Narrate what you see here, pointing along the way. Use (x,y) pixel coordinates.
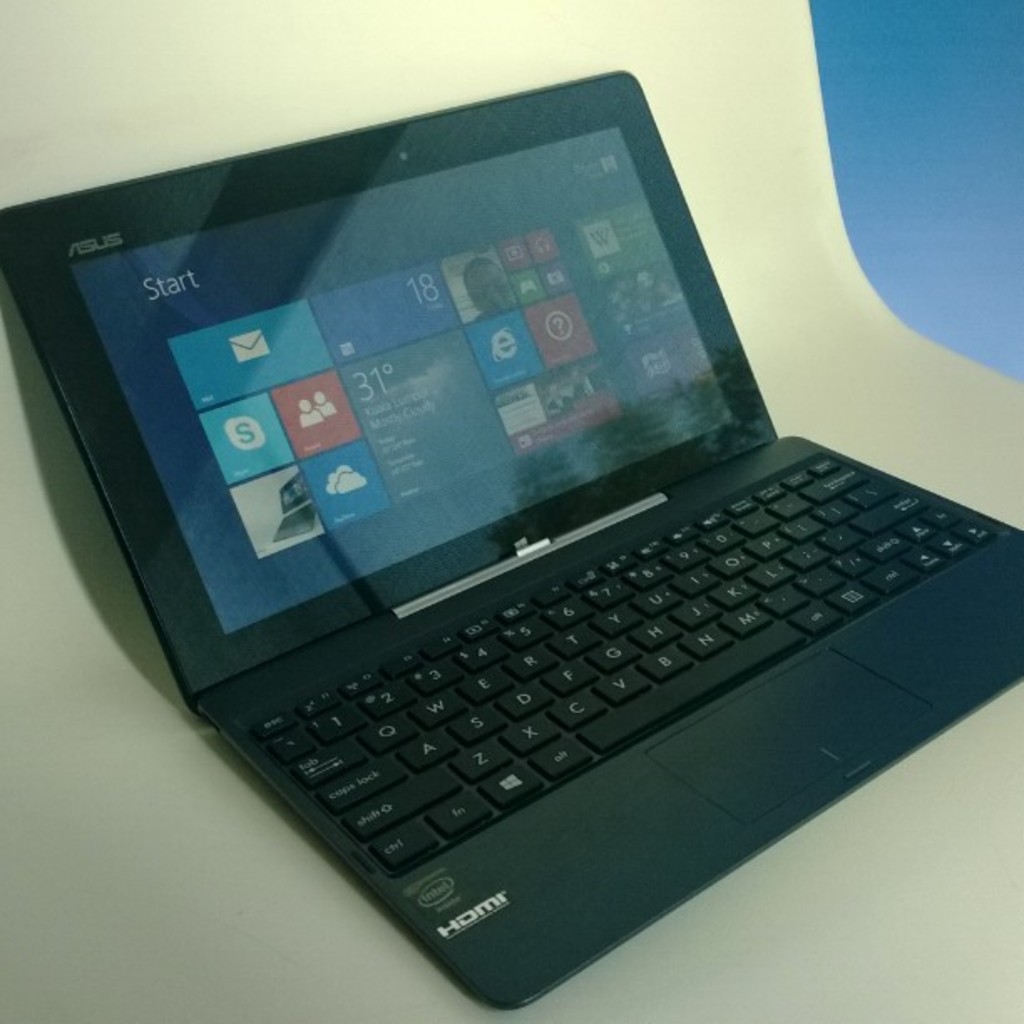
In this image, we can see a laptop (709,602).
